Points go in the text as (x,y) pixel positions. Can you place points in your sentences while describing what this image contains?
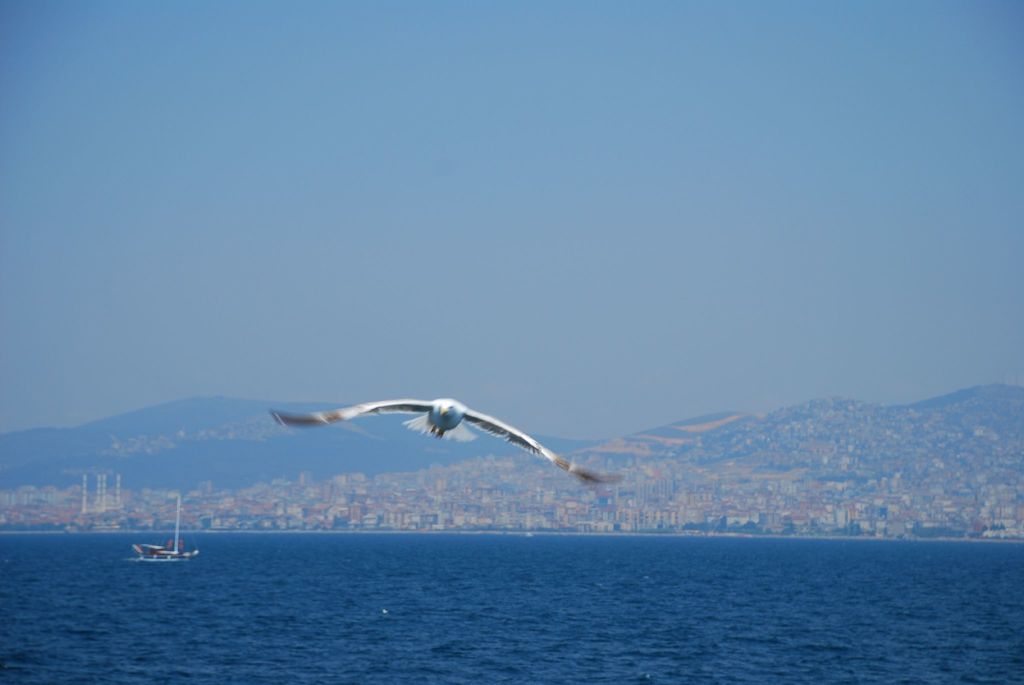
There is a seagull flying above the sea (369,584) and a ship (183,555) is sailing on the sea (284,558). Behind the sea (26,656) there is a big city (816,496) and in the background (238,419) there are some mountains (968,402).
